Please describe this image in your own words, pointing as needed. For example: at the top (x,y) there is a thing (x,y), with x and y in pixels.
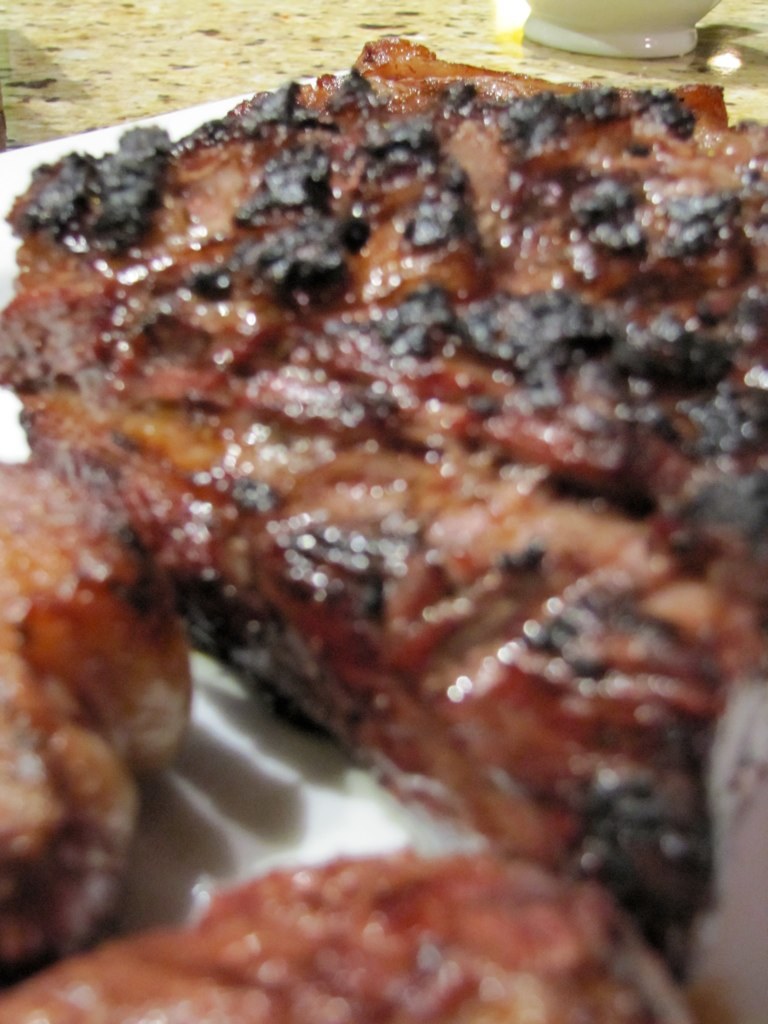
In this image there is a grilled meat (443,508) on the plate (321,758).
